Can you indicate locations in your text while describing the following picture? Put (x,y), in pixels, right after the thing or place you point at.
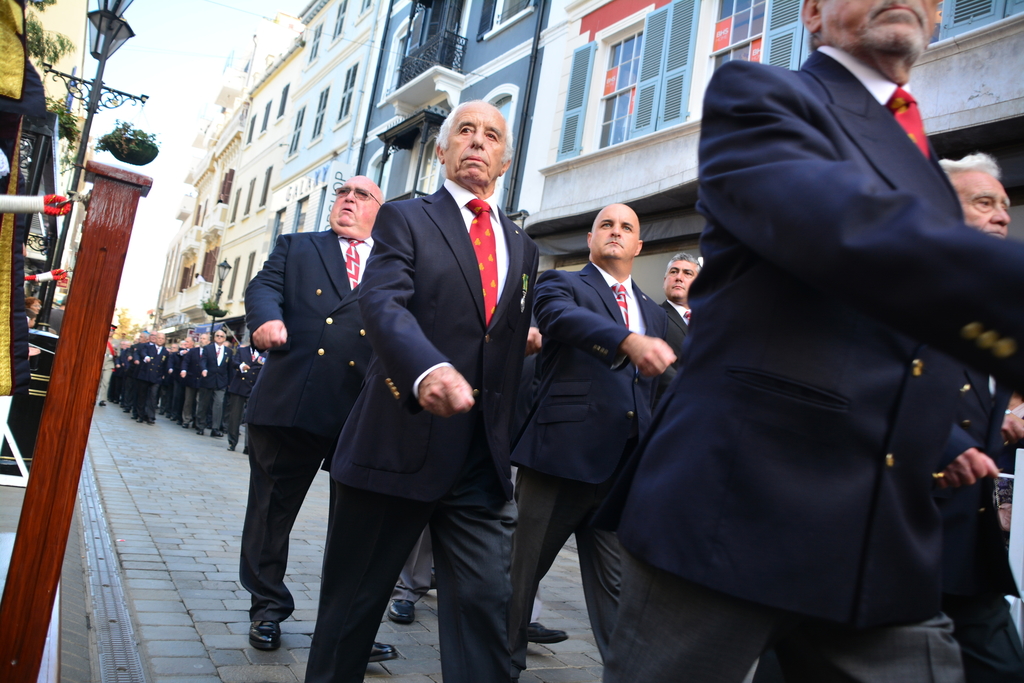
In this picture there are men (942,210) in the center of the image (457,327), those who are walking in series and there are buildings (580,71) at the top side of the image (481,90).
